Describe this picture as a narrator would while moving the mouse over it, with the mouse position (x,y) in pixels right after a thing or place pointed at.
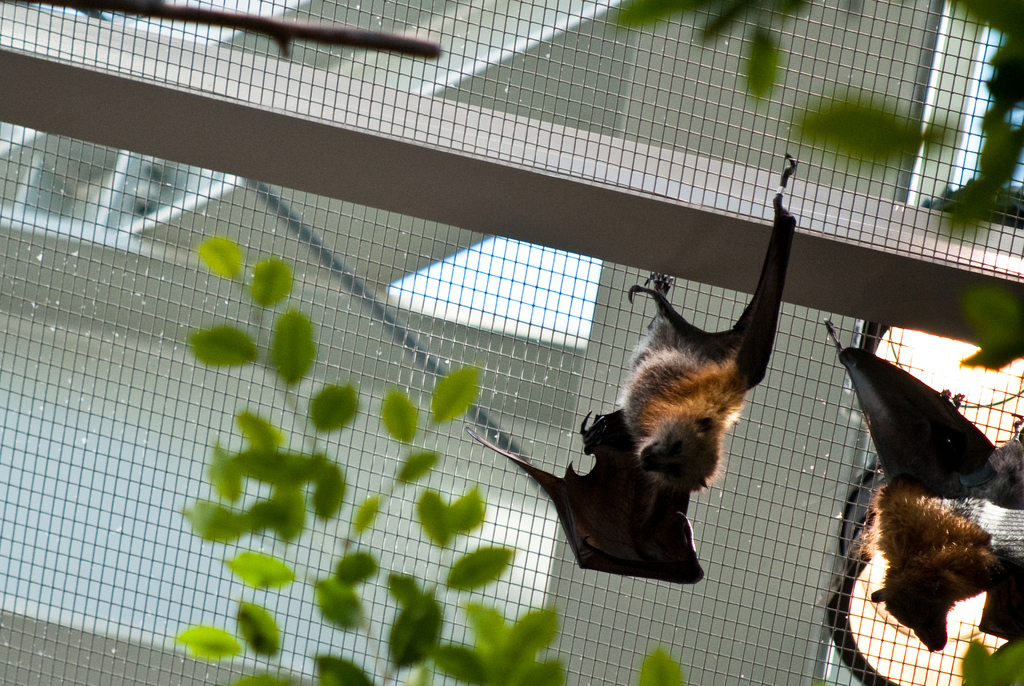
In this picture there are brown color bats (611,469) hanging in the grill (394,611). In the front (328,509) we can see a green Leaves (402,644). In the background (569,48) there is a white color wall (99,499) and a shelf box (117,212).
